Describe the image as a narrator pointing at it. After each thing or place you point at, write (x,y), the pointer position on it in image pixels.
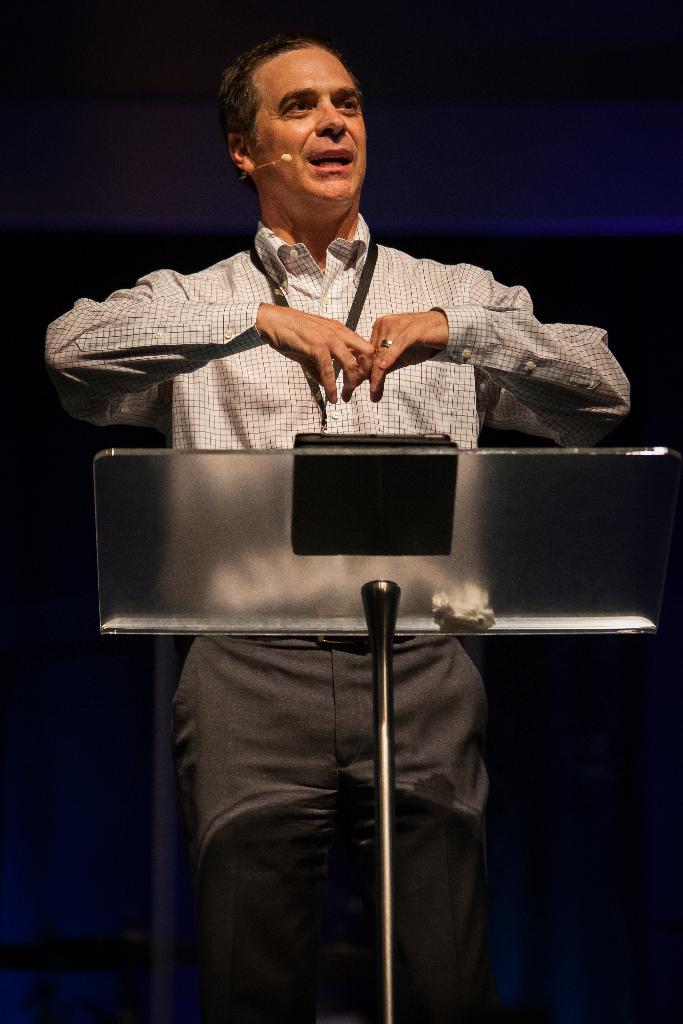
In the picture we can see a man (285,350) wearing white color checks shirt (340,395), also wearing ID card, standing behind glass podium (305,562) and in the background of the picture (195,150) there is dark view.
